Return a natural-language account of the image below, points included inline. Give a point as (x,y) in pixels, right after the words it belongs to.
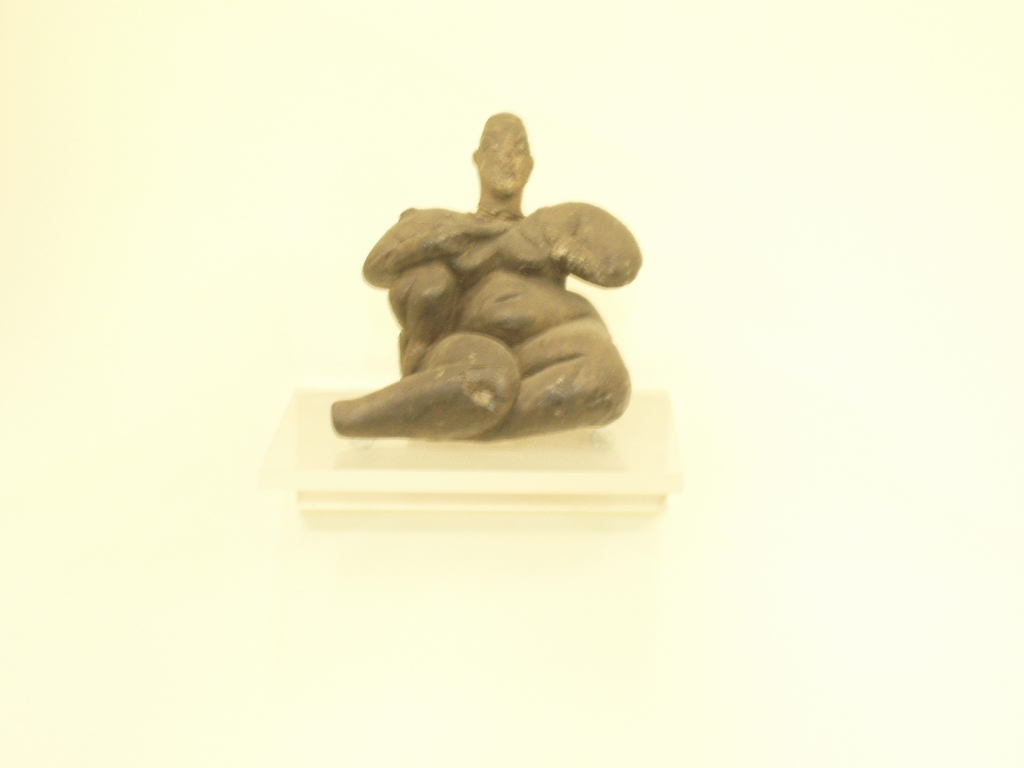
In this image there is an idol of a person (482,221) on a stand (561,475).
